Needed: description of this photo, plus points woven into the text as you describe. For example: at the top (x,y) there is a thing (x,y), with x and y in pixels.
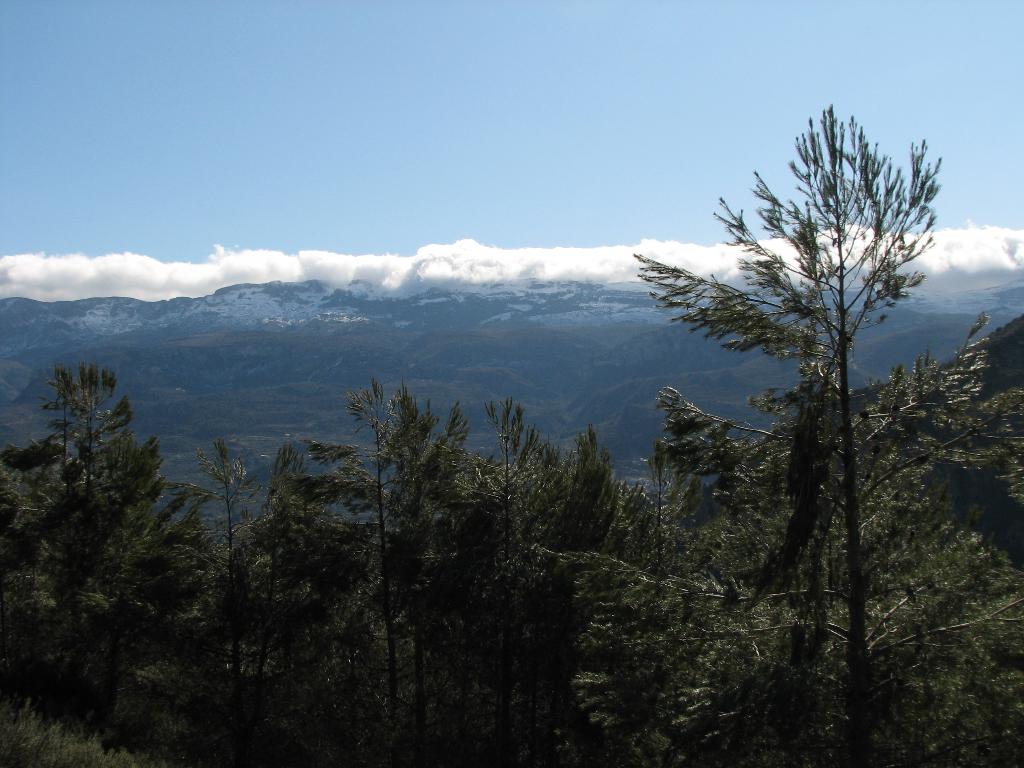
There are trees (479,596) and there are mountains (470,332) and clouds (433,253) in the background (401,287).
